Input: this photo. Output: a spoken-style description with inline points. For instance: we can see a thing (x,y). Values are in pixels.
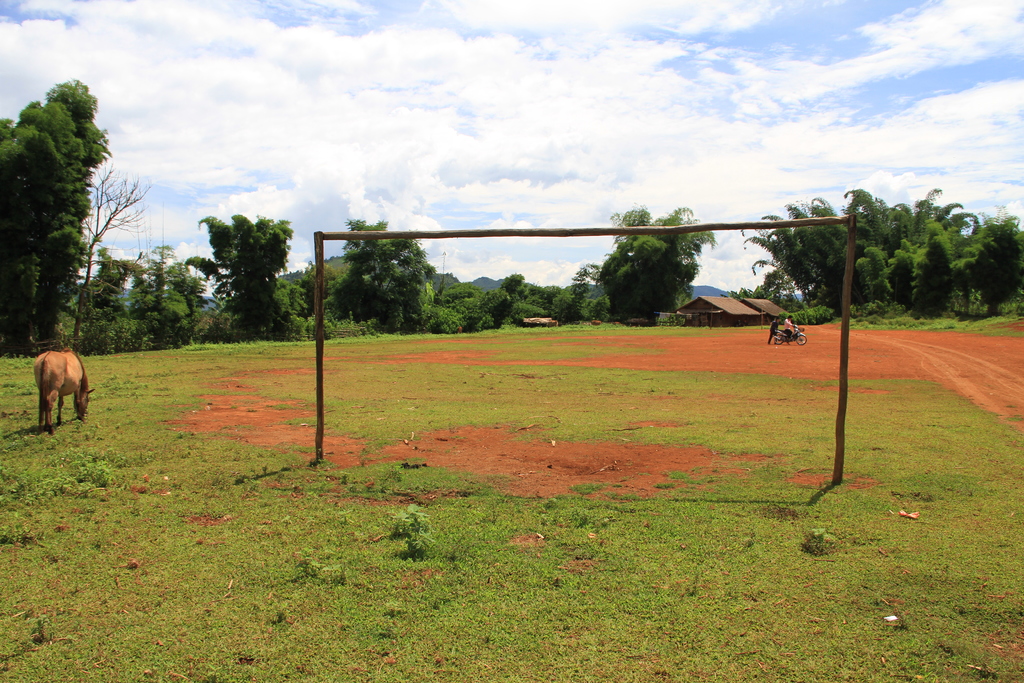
At the bottom of the image (352,511) there is ground (559,394) with grass (393,410). Also there are wooden poles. At the left corner of the image (82,376) there is an animal (53,392) on the ground (93,364). In the background (1008,273) there are trees (120,338) and also there are huts (740,318). At the top of the image (417,158) there is a sky (611,73) with clouds (383,81).
